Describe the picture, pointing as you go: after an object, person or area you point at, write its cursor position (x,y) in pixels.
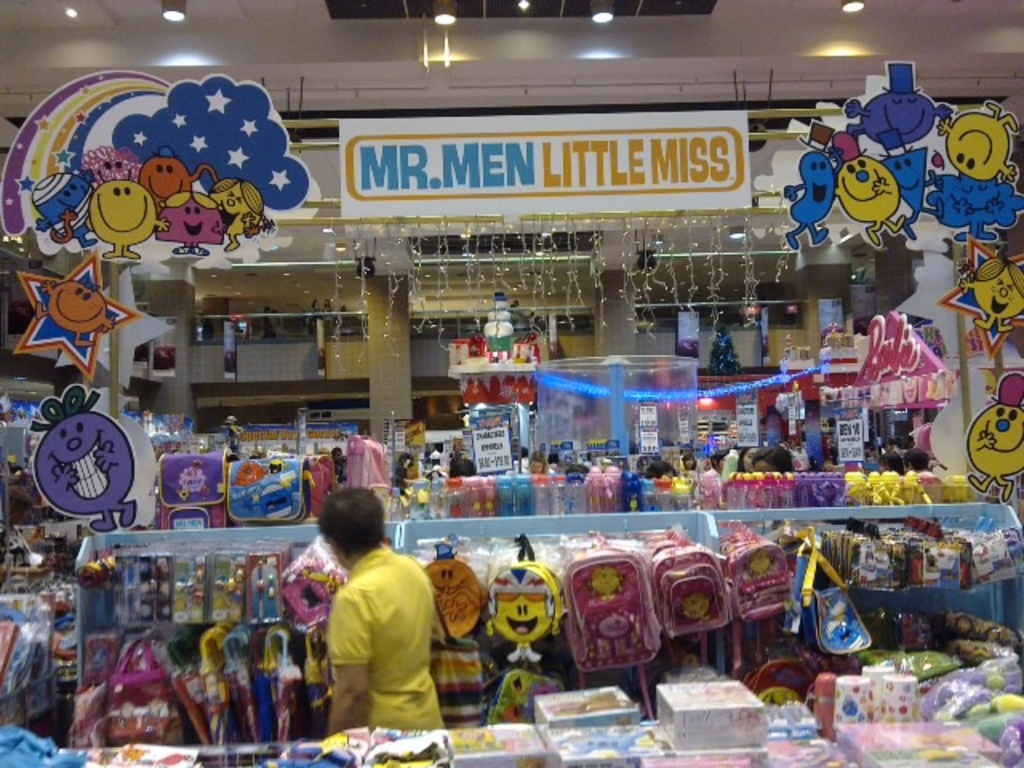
In this image I can see a person (434,726) standing and the person (405,637) is wearing yellow color shirt (380,642). Background (463,662) I can see few multi color bags (601,665) and I can also see few decorative items (461,358) and a white color banner (525,174) attached to the pole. Background (395,324) the wall (414,357) is in yellow color.
